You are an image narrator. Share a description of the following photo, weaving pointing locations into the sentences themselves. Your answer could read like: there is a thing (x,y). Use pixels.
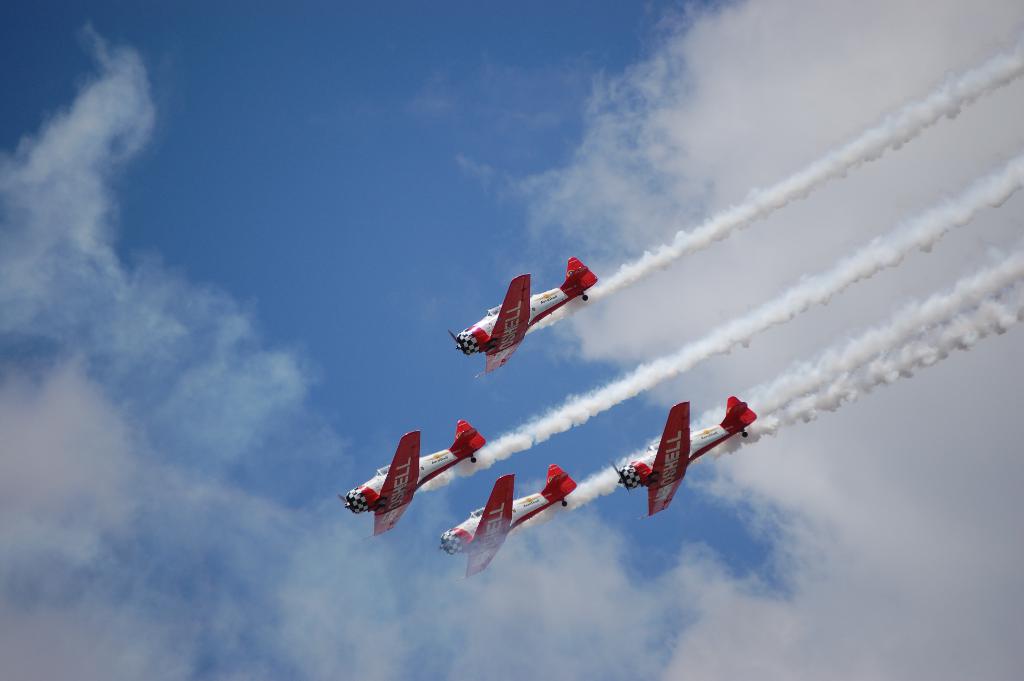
In the picture I can see four airplanes (486,359) are flying in the air (594,457). These airplanes (507,490) are white and red in color. I can also see smoke (599,485) and the sky (640,210) in the background (546,190).
